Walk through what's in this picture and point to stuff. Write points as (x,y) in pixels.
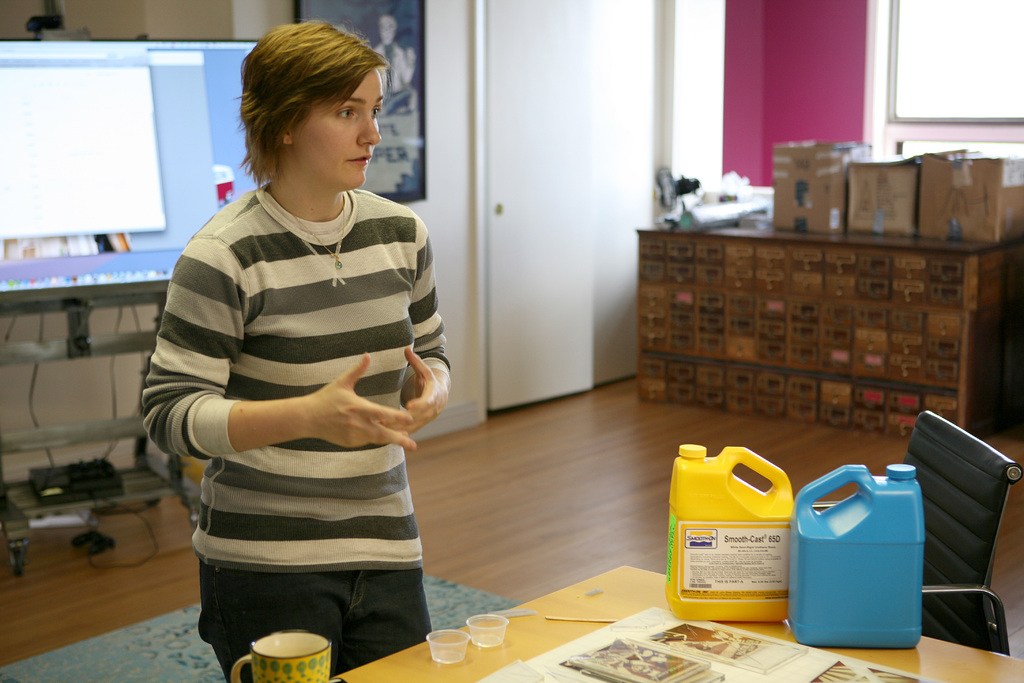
In this image we can see a woman (279,624) standing on the floor (474,544) and a table (560,619) is placed in front of her. On the table (664,602) we can see coffee mug (298,655), disposal bowls (447,658), paper (806,661) on which prints (694,625) are placed and plastic cartons (680,533). In the background (717,235) there are cardboard cartons (819,226) on the table (814,234), table fan (685,186), display screen (210,146), wall hanging (417,144) attached to the wall (451,253), drive (76,493) and cables (78,541).
